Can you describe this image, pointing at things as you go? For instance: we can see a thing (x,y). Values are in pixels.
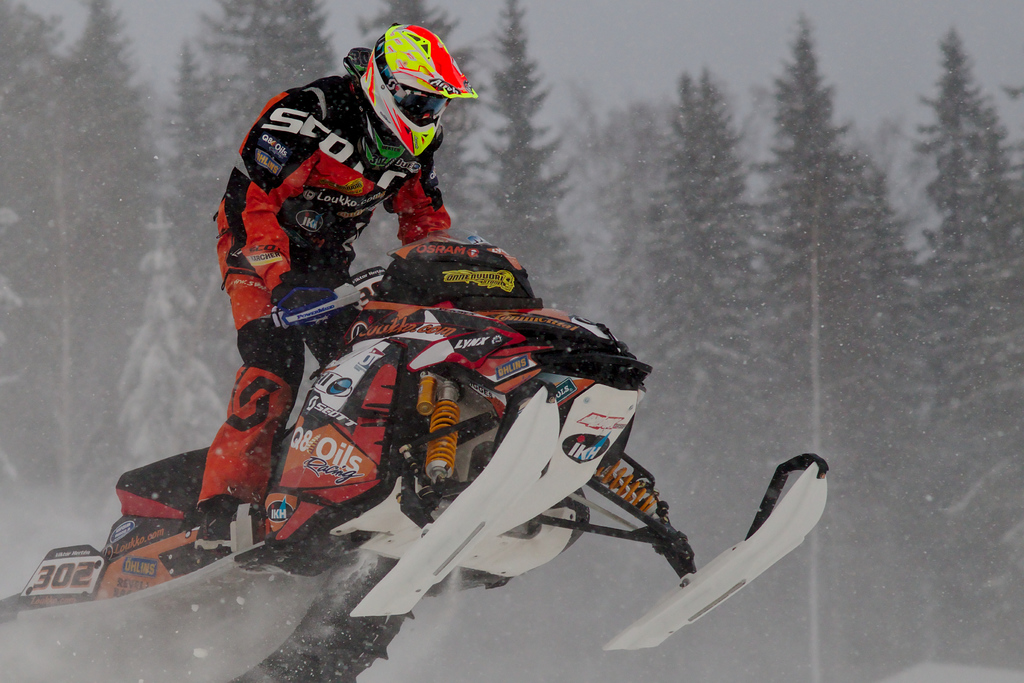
In this picture there is a man (239,194) who is performing winter sports in the image and there are trees (44,357) in the background area of the image (44,357).
